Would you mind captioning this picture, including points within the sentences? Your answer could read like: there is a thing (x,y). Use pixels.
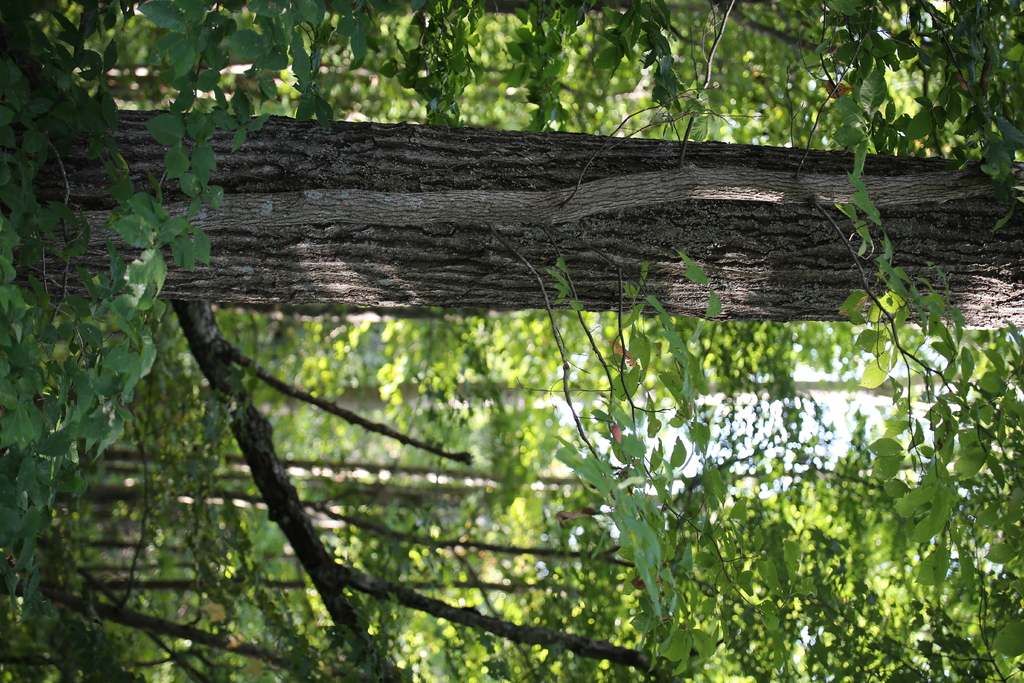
In this picture there is a trunk (589,237) at the top side of the image (540,193) and there are trees (291,332) in the image.
